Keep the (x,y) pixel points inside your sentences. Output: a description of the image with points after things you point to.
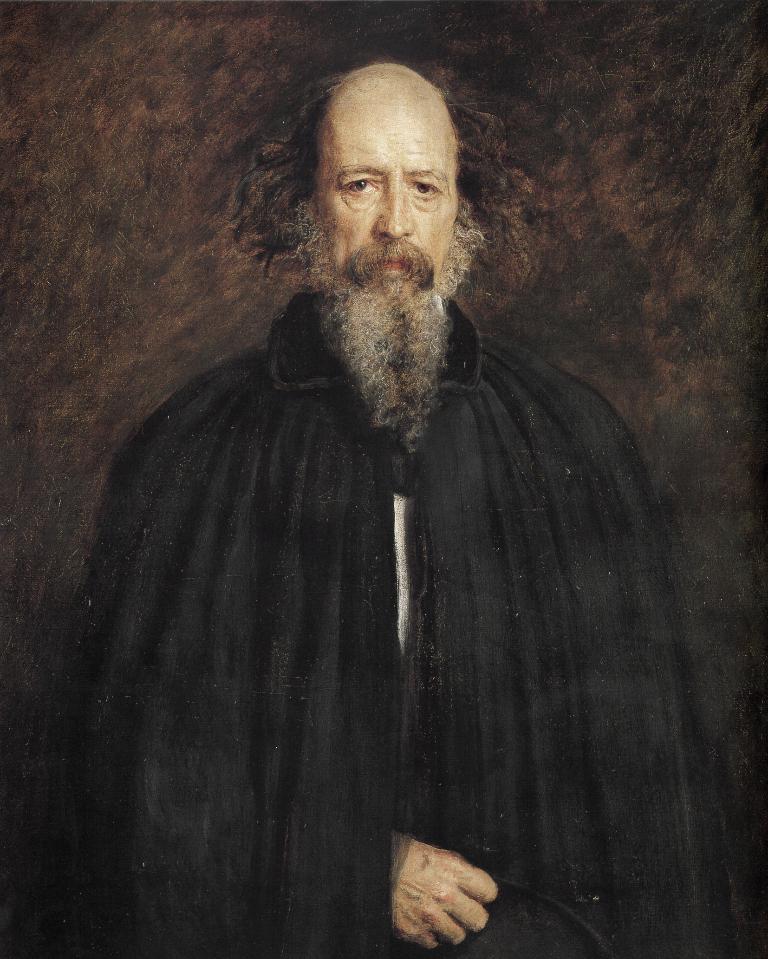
There is a painting (326,617) of a person (350,637) standing as we can see in the middle of this image (392,537).
